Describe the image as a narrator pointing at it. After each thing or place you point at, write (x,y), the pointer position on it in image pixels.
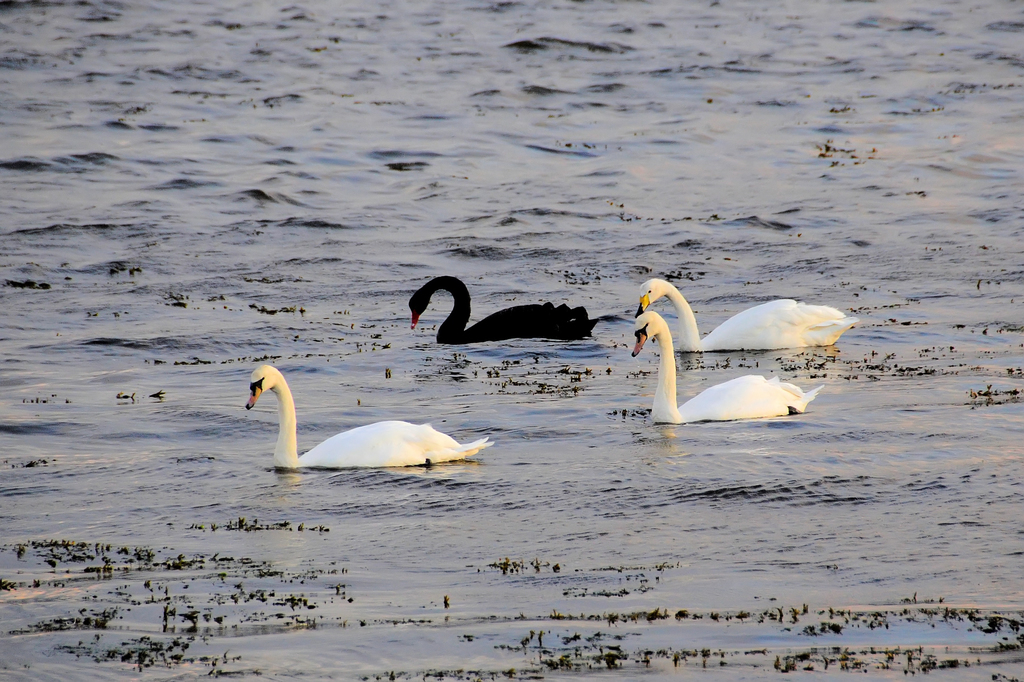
In this image there are four swans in a lake (720,441).
